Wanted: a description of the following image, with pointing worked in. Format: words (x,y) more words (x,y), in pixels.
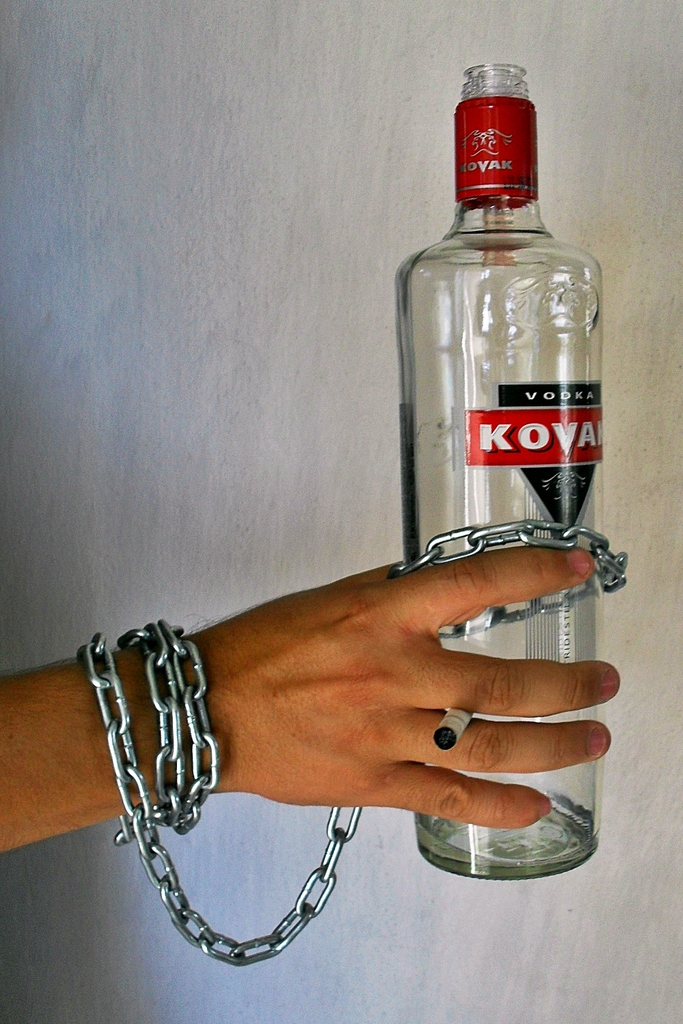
In this picture a person (374,717) is holding a bottle (549,646) and a chain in his hand (352,712).
